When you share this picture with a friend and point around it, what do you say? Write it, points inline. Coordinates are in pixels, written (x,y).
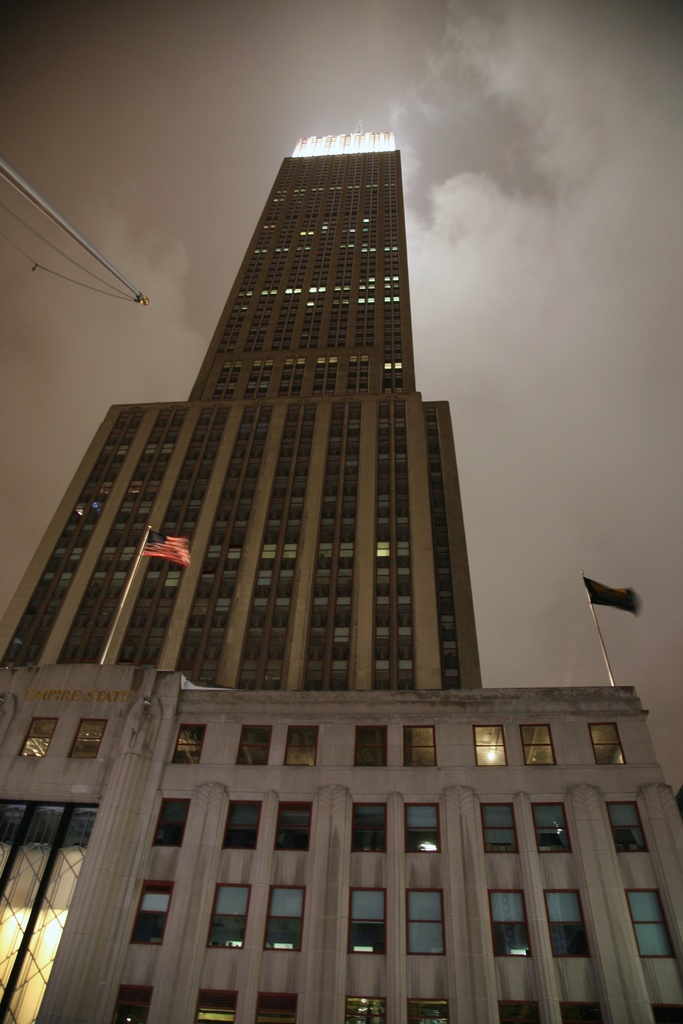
In the center of the image (428,629) we can see buildings (364,834), flags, poles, windows (262,729), lights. At the top of the image (466,122) clouds (478,215) are present in the sky (455,91).
